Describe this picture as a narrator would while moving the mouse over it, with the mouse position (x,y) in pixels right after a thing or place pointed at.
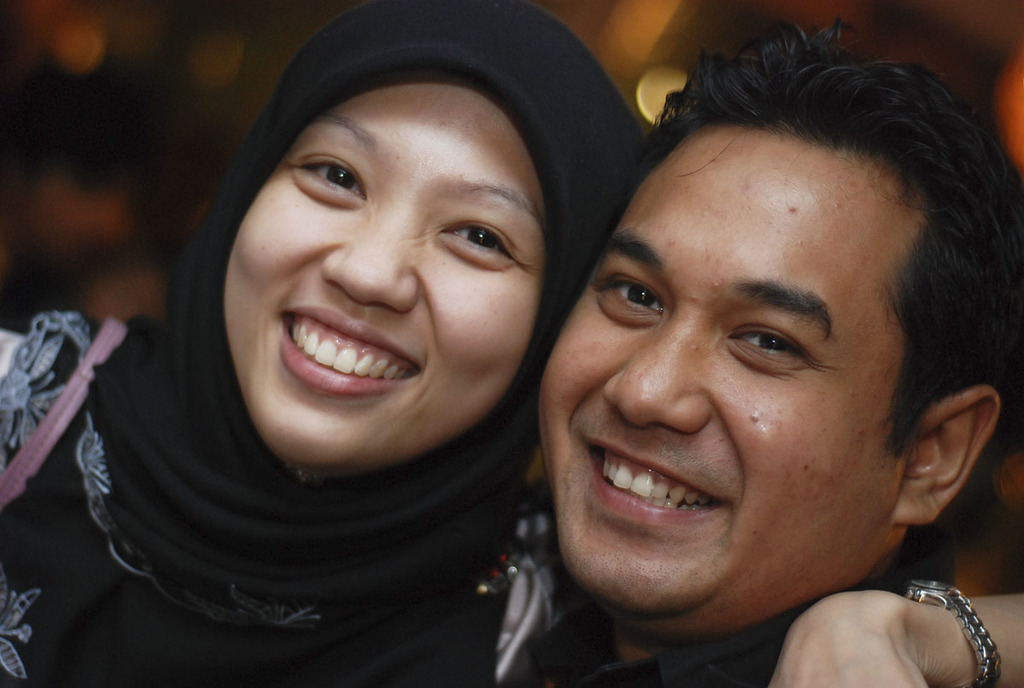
In this image, I can see the man (616,590) and woman (439,413) smiling. The background (643,87) looks blurry.
